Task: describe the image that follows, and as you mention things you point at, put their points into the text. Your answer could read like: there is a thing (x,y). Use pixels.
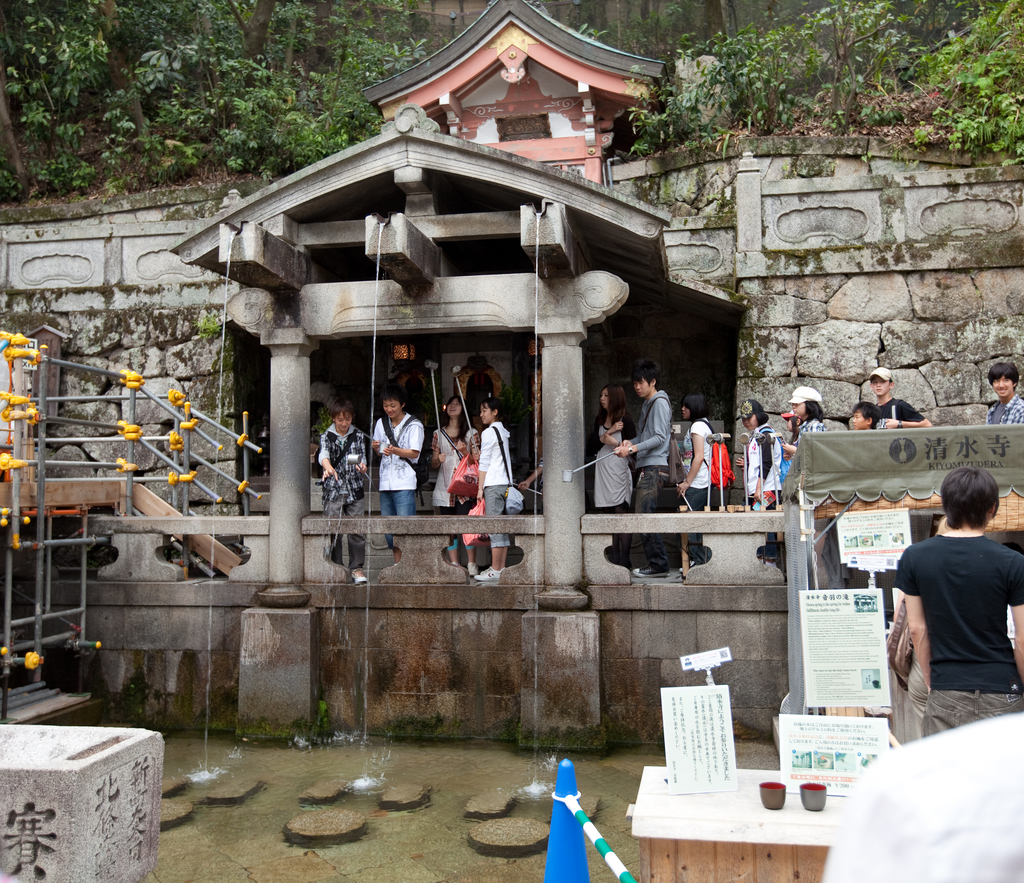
Here I can see a building (762,592) in which few people (651,457) are standing. On the right side (700,824) there are some tables (697,809) on which bowls (812,790) and some sheets (684,739) are placed and also I can see few people (956,677) are standing in a queue (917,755). On the left side (40,509) I can see the railing (85,438). At the bottom of the image (439,809) I can see the water (339,781). On the top of the image (114,63) I can see some plants (150,120).
